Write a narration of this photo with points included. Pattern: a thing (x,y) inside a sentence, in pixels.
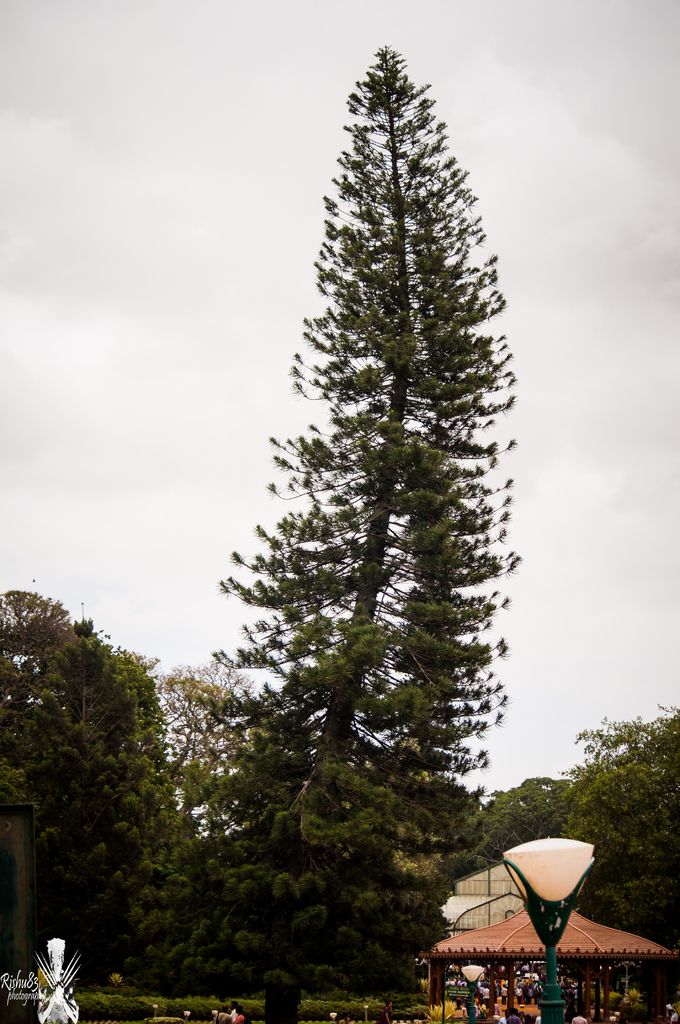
In this image there are trees (163,836) and a pavilion (493,929). In the front (561,925), there is a pole (552,918) and the sky (224,276) is cloudy.
